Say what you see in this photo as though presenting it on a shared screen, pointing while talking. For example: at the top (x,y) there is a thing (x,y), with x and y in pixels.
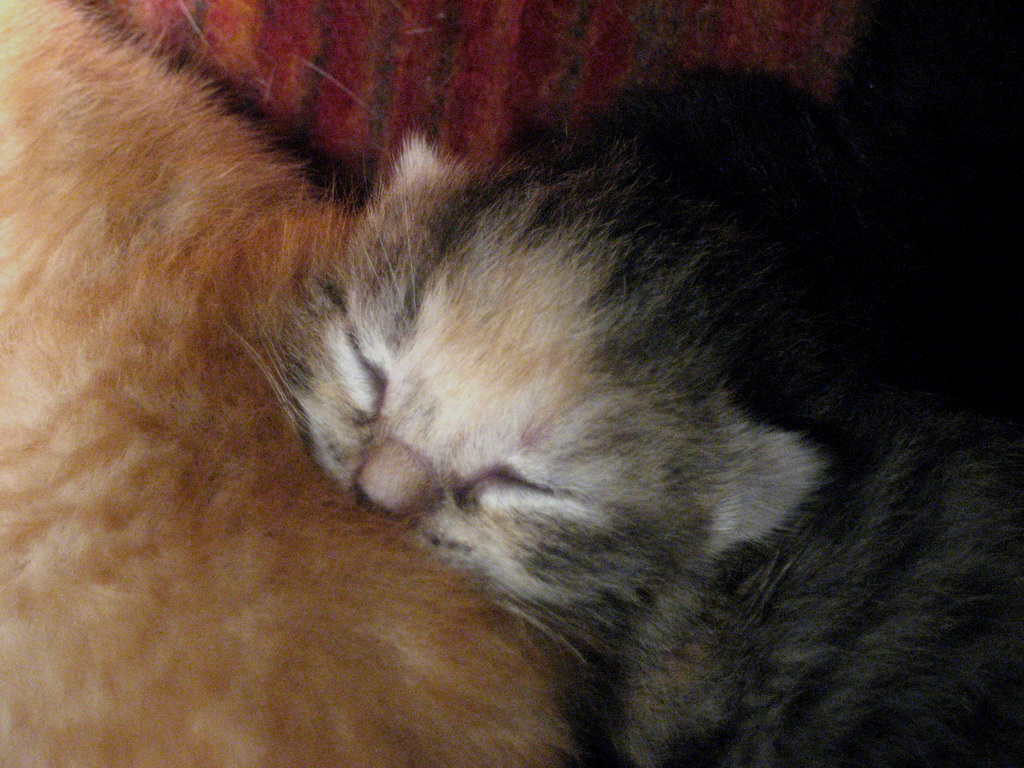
In the image we can see cats (300,615), white, light brown and gray in color.
